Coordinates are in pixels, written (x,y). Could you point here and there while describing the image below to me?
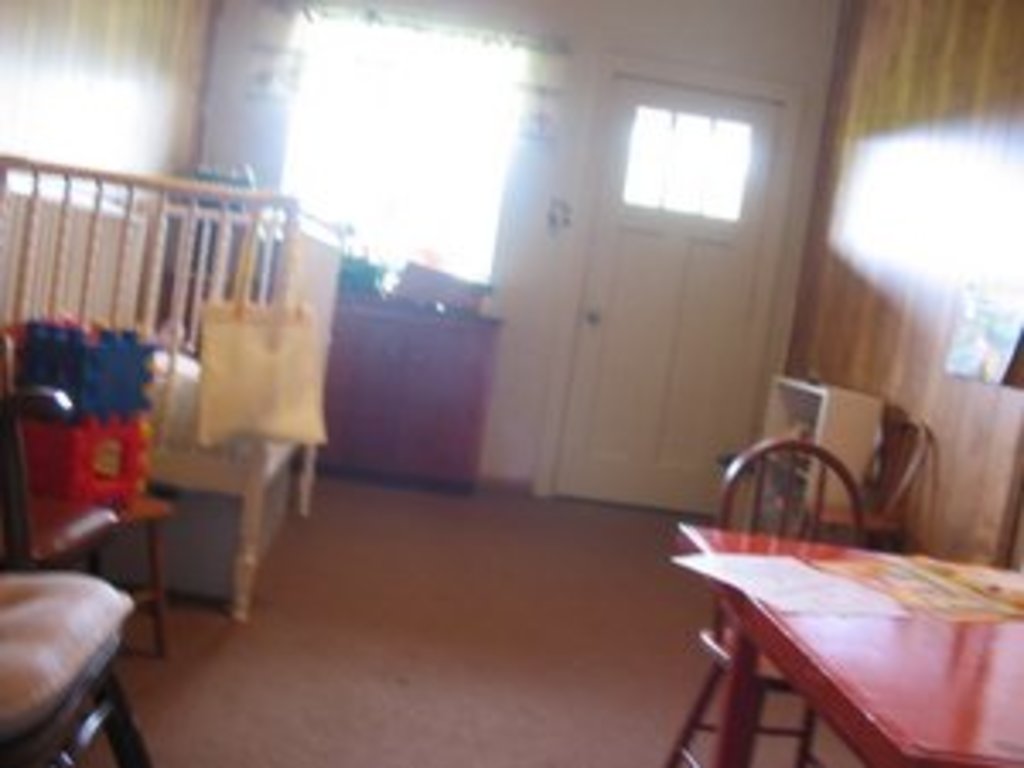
In this picture I can see the inside view of a room (908,391), there are chairs (131,737), table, and some other objects (927,594), there is a baby crib bumper (160,245), there is a window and a door (691,346).
